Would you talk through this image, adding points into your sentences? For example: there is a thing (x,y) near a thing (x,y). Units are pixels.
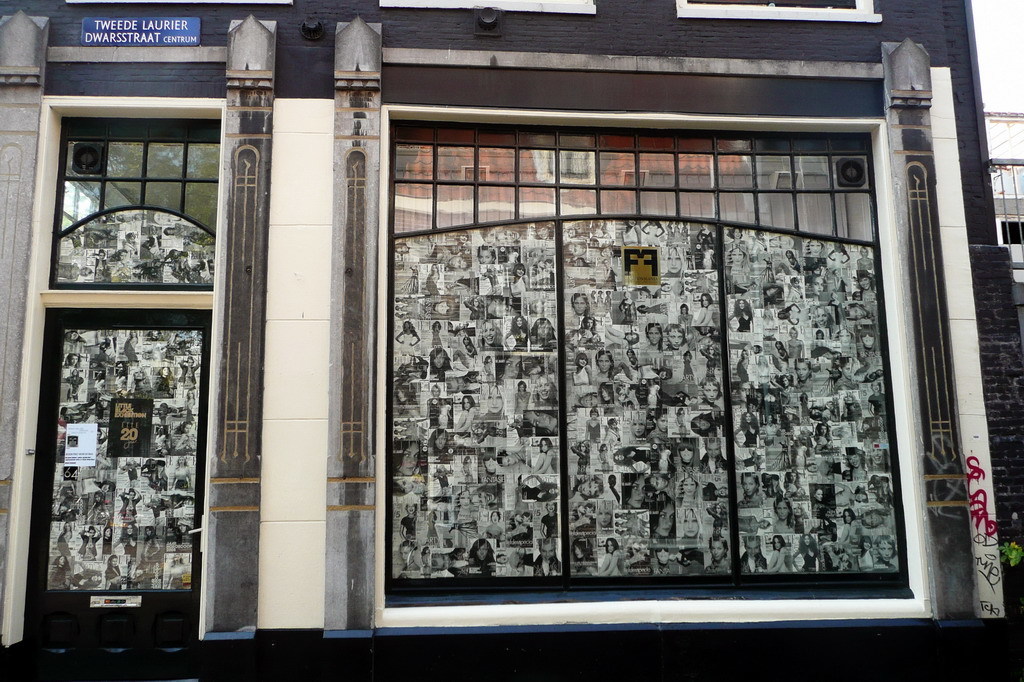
In this image in the front (322,443) there is a building (254,455) and on the building (171,342) there are glasses (425,395) and on the glasses (441,449) there are images (184,370) and there is some text (106,32) written on the board (145,45) which is blue in colour. On the right side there is a wall (992,286).
